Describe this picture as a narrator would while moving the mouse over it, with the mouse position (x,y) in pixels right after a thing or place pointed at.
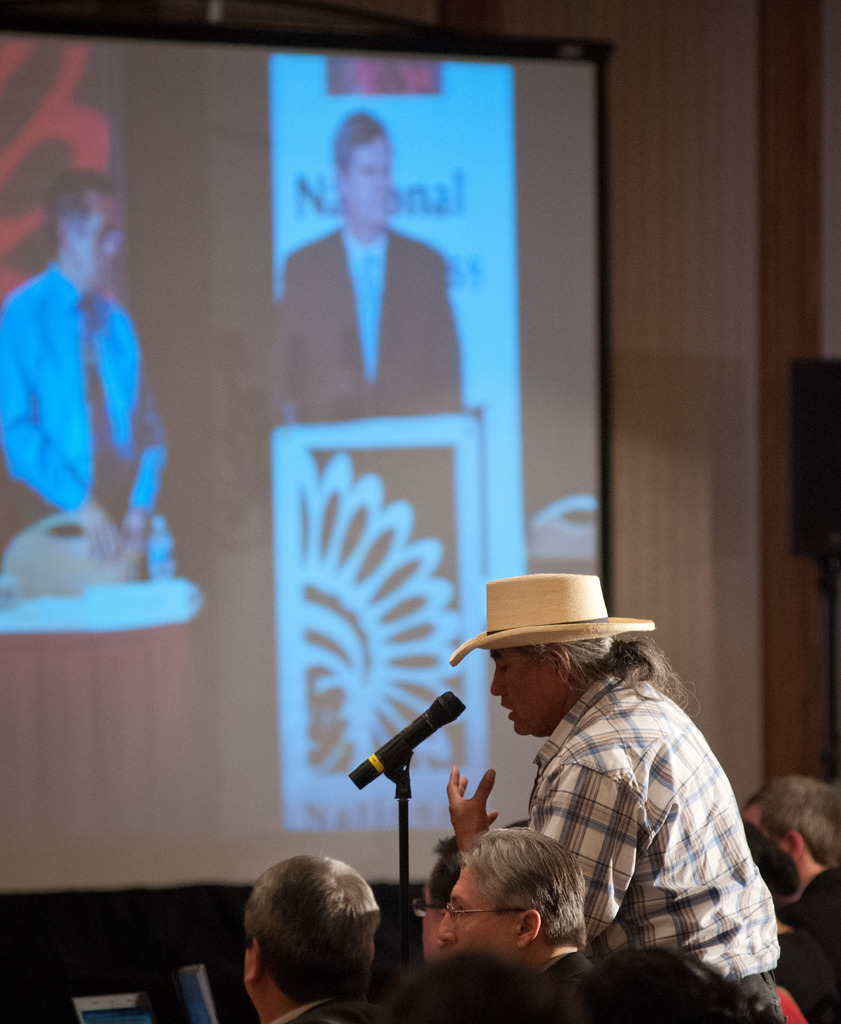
In this picture I can see few persons (489,944) at the bottom (544,935), in the middle (519,646) a person (605,724) is speaking in the microphone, he is wearing the hat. In the background (427,79) there is a projector screen (389,517).
